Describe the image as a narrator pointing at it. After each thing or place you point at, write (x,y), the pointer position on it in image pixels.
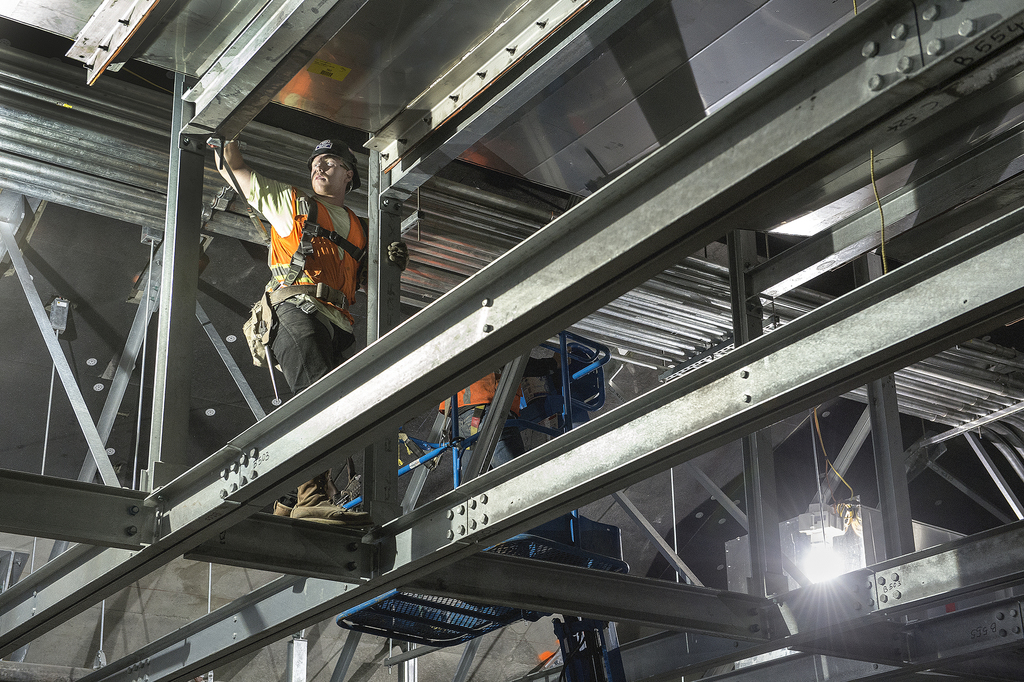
In the center of the image (347,289) there are persons (472,424) standing on the iron bars (352,422). On the right side (811,573) there is a light (829,565). In the background (699,575) there is a wall (199,608).
